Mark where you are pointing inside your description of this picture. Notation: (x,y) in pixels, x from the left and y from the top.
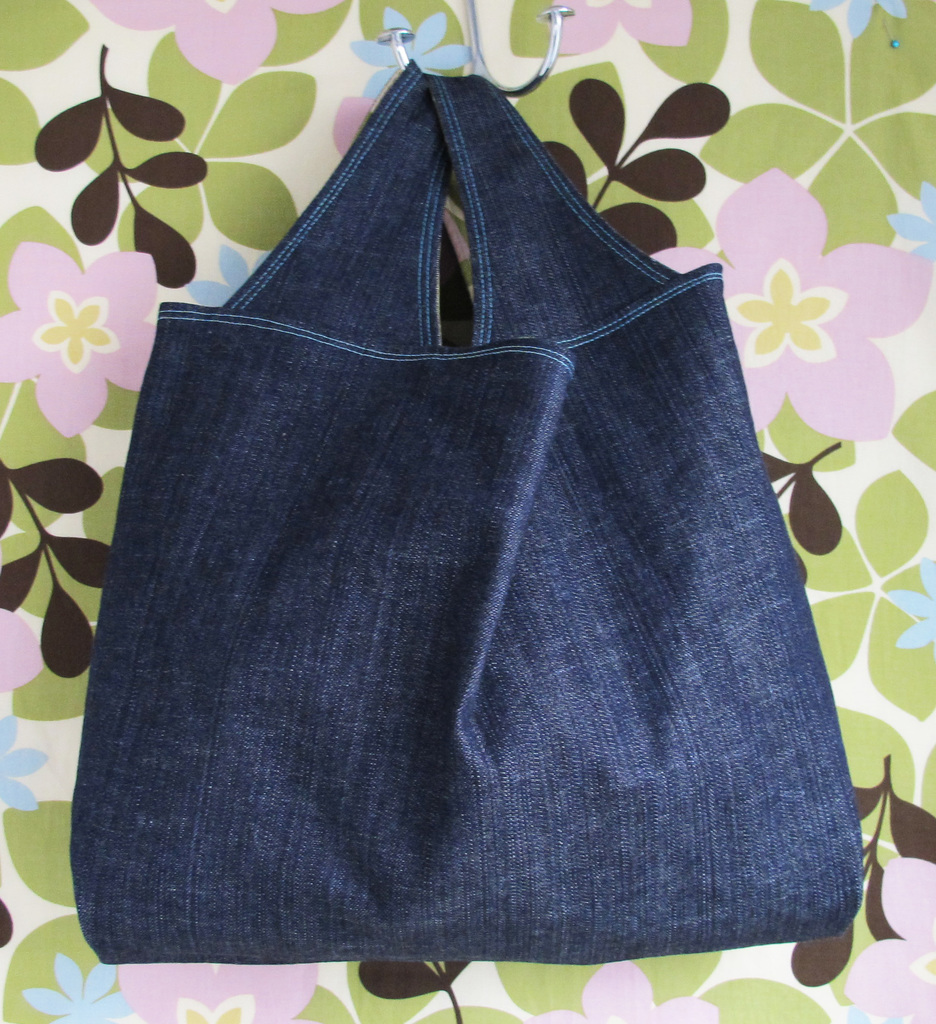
In this image there is a bag (634,954) which is hanging.
